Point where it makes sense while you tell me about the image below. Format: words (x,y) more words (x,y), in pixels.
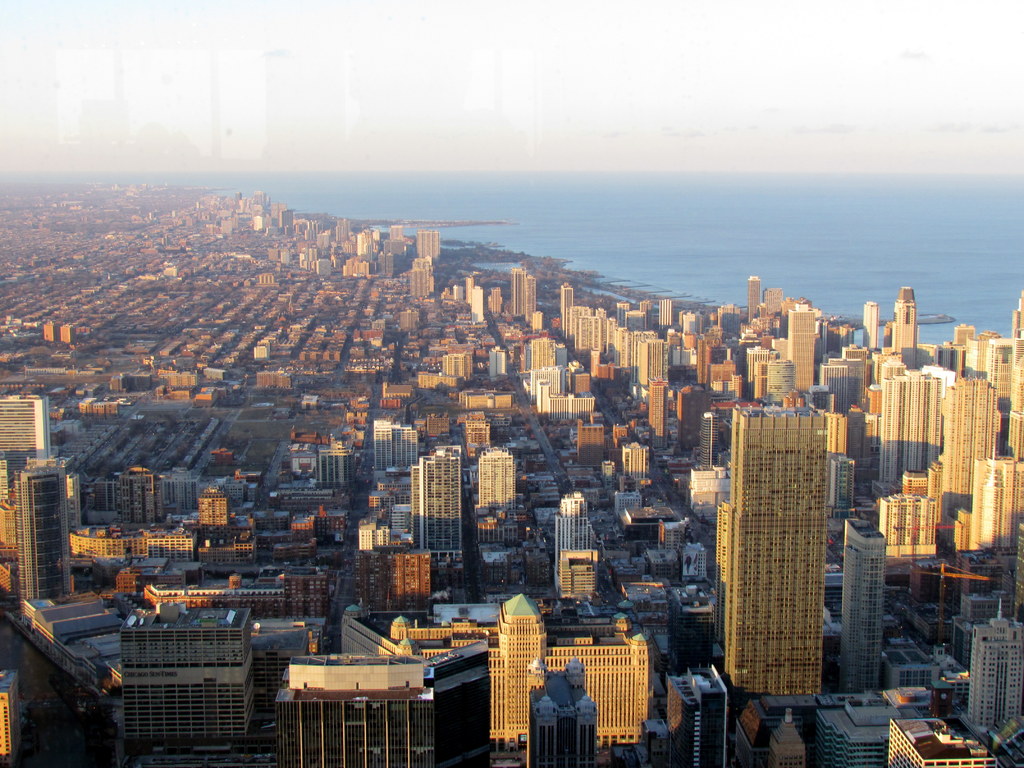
This is the aerial view image of a city (277,270), there are buildings (1008,519) and skyscrapers (1010,537) all over the land (518,395) and on the back (782,270) there is ocean (617,208) and above its sky (509,122).
